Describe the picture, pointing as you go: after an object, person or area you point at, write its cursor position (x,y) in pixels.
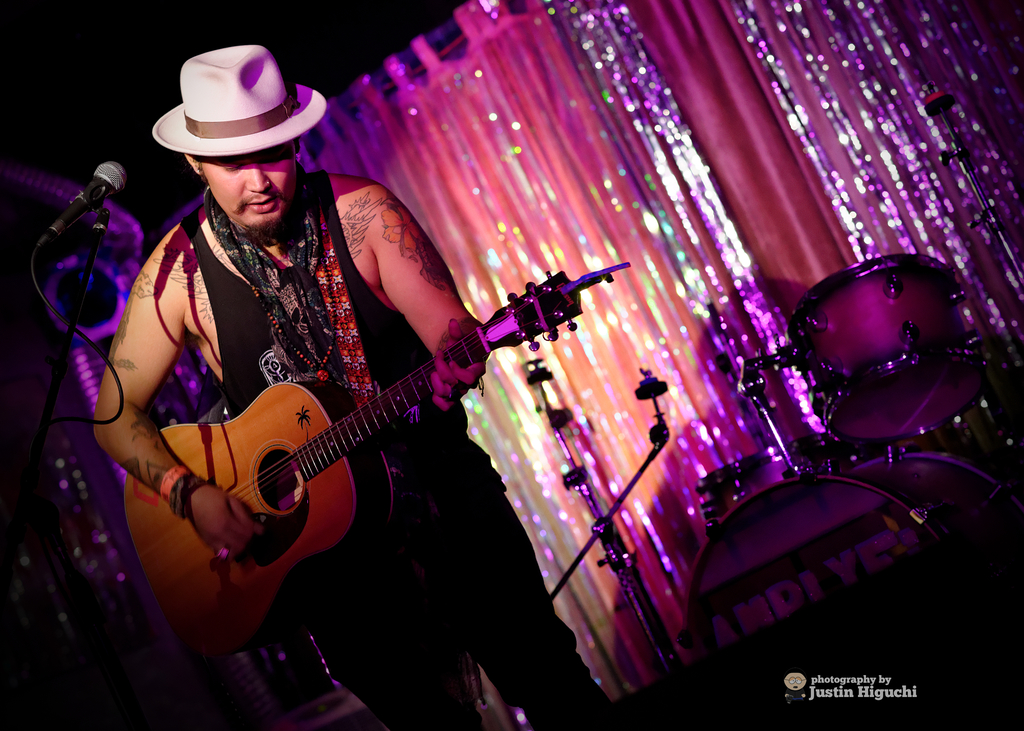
A man (385,378) is standing and playing the guitar (454,355) and also wearing a hat (257,144).
